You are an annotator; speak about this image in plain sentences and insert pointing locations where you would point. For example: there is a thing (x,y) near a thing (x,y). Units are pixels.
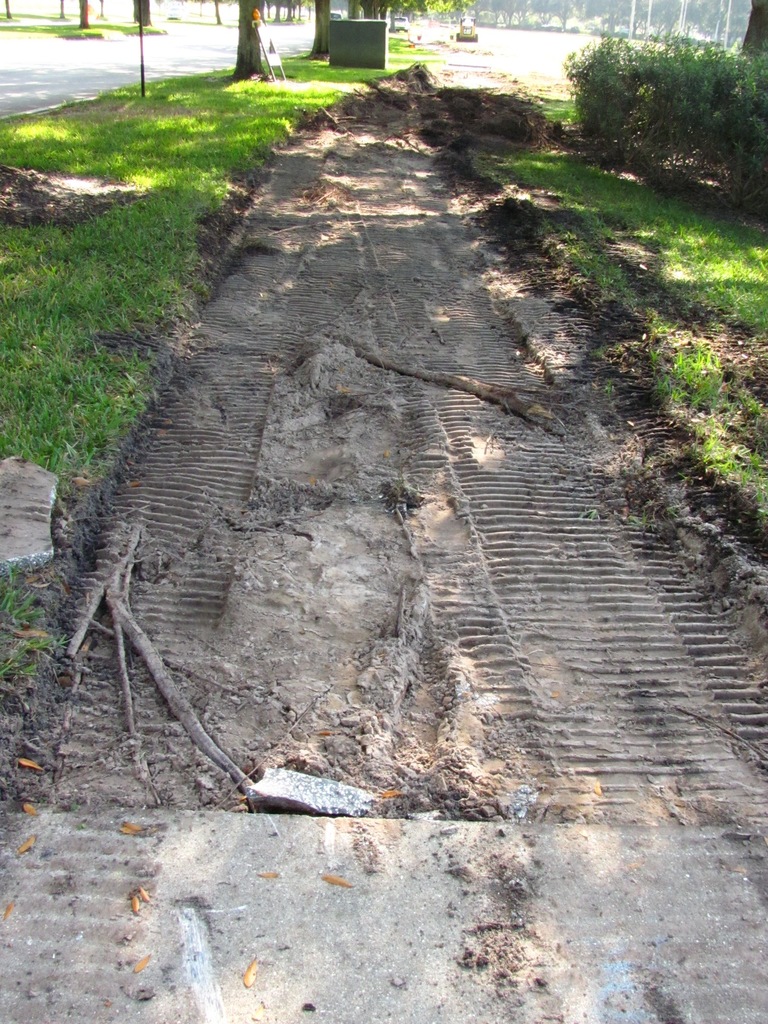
In this image we can see print (196,426) of vehicle tire (423,336) on the ground (361,444). There are stems (163,679) and stones (294,782). On the ground (383,524) there is grass (652,198). There are plants (614,108). In the background (165,25) there are trees (442,11) and road (193,38).
